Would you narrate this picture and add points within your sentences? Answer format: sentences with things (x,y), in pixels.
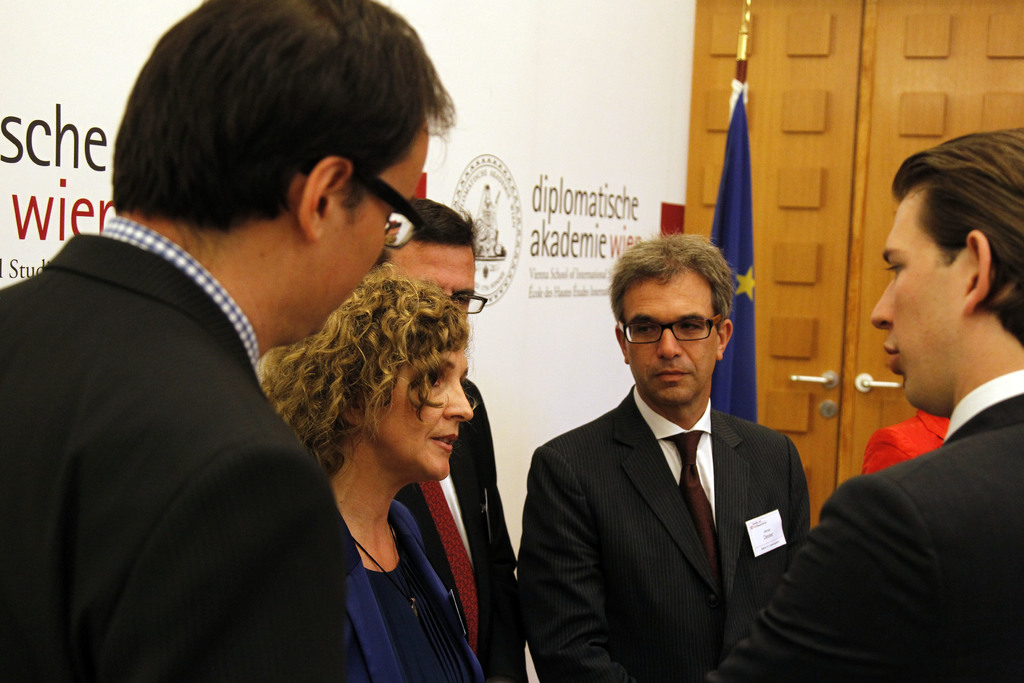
In this image we can see there are so many people (584,487) standing in group behind them there is a pole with flag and banner (511,220) at the back (544,296).
